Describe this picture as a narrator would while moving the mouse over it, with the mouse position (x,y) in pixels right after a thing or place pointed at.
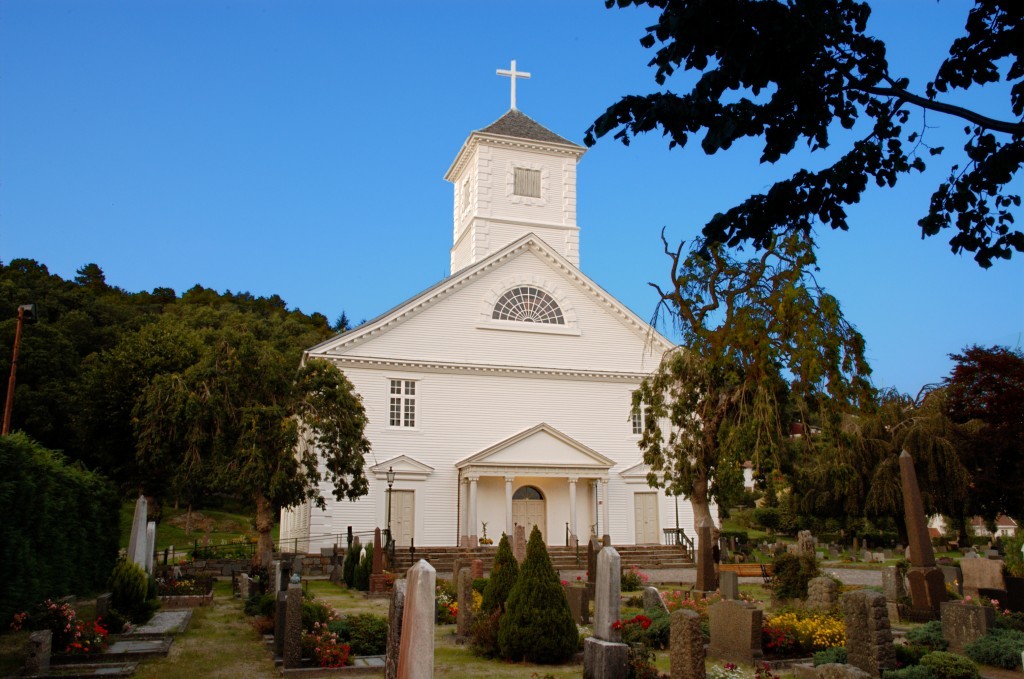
This is the church building (536,448) with doors (545,516) and windows (407,401). I can see a holy cross symbol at the top of the building (514,112). These are the trees (202,347). I can see small bushes (477,613) with flowers (787,642). This looks like a graveyard (327,656). These are the stairs (667,547).
